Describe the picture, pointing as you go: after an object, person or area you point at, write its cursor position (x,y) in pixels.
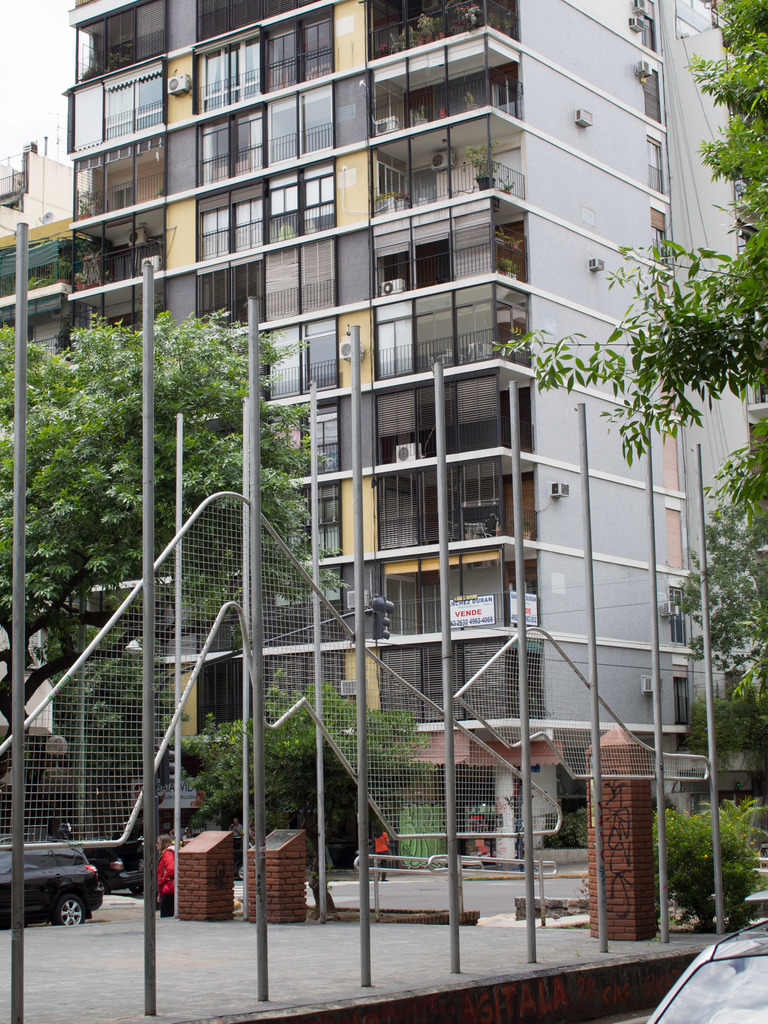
On the left (118,509) and right side of the image (547,382) I can see trees (88,484). In the background (362,437), I can see a building (482,284). At the bottom of the image (125,855) I can see the cars (41,873).
